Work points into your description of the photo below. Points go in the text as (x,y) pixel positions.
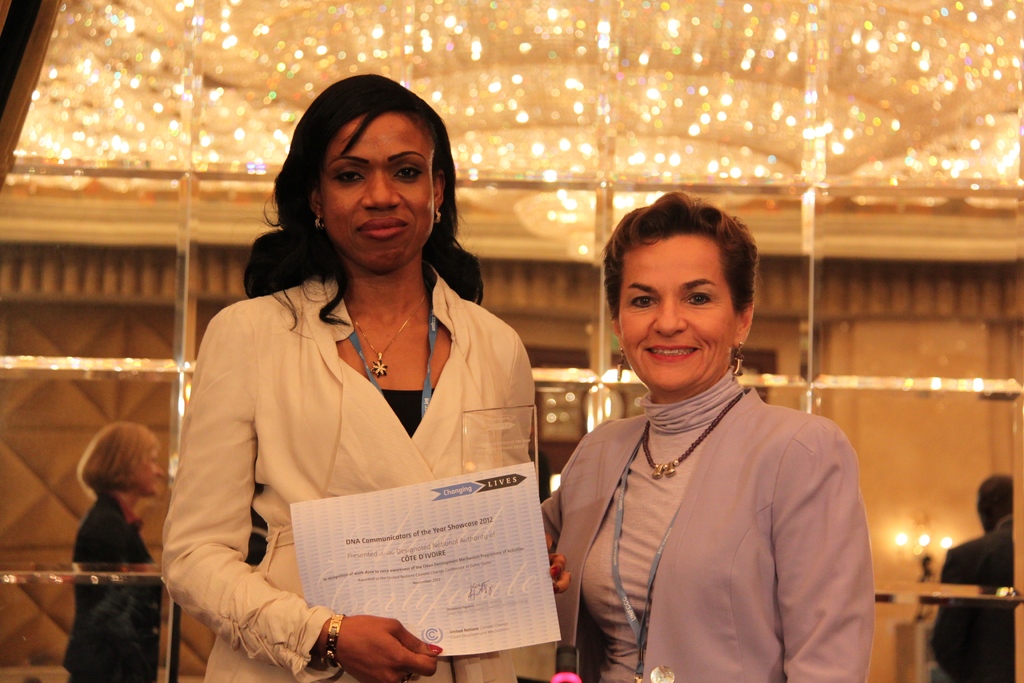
In this picture we can see two women (396,391), they are smiling, in front of them we can see an object (513,410) and one woman (384,402) is holding a certificate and in the background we can see people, lights (1001,141) and some objects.
